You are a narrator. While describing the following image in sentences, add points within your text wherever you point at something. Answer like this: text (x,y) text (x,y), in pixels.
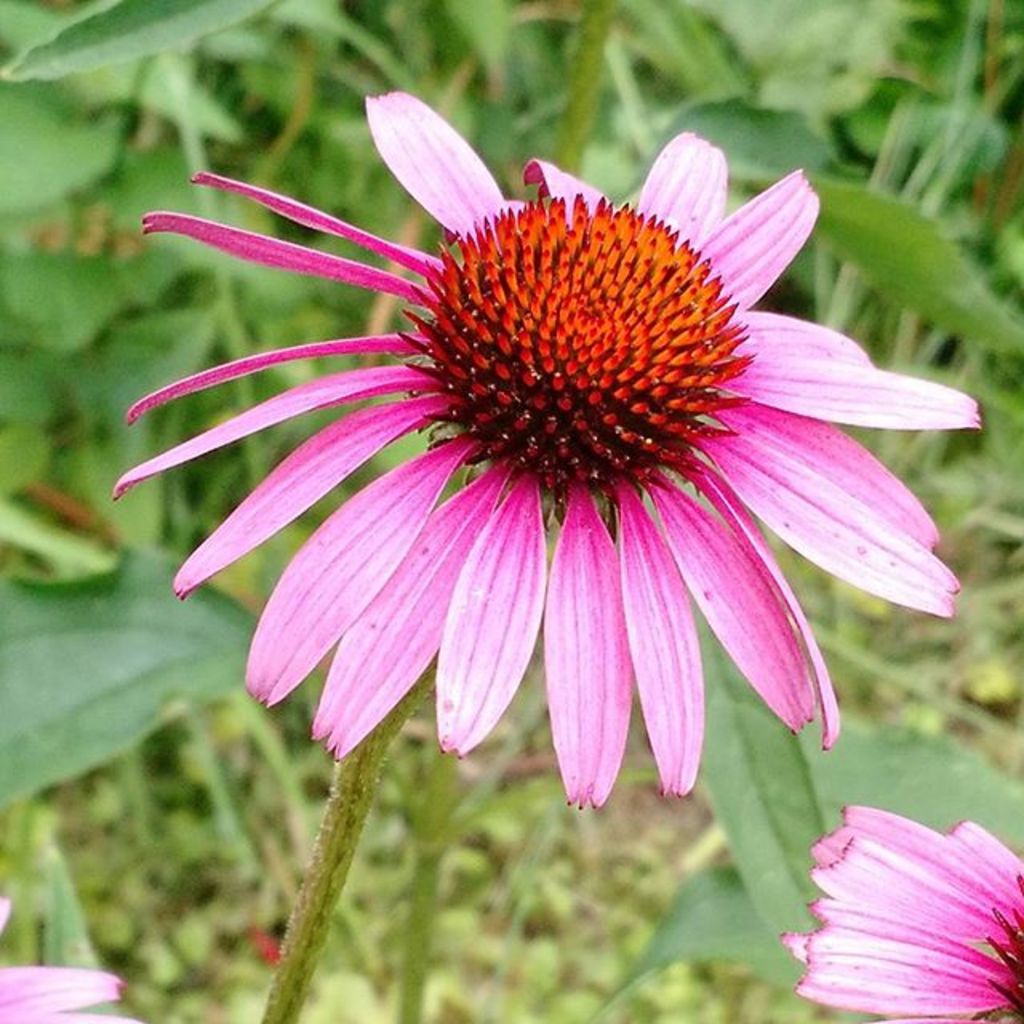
In this image we can see a pink flower (466,577) on the stem (318,902) of a plant (320,903). In the background (365,1009), we can see group of plants (426,846).
